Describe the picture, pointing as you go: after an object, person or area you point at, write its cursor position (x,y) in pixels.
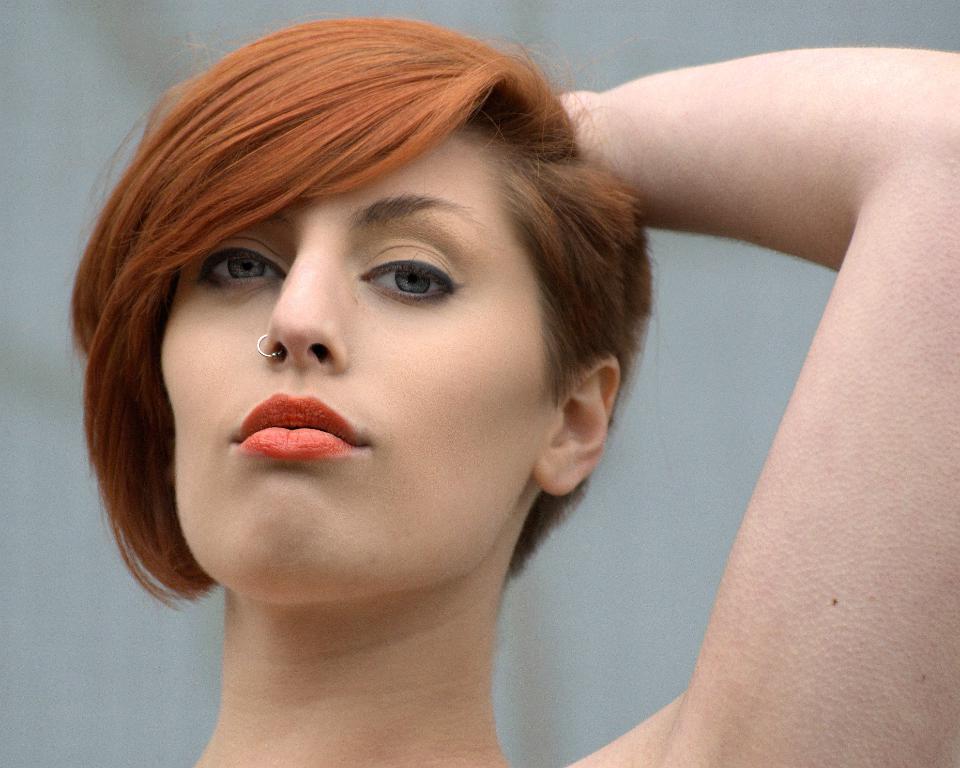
In this image we can see a woman (331,571).
